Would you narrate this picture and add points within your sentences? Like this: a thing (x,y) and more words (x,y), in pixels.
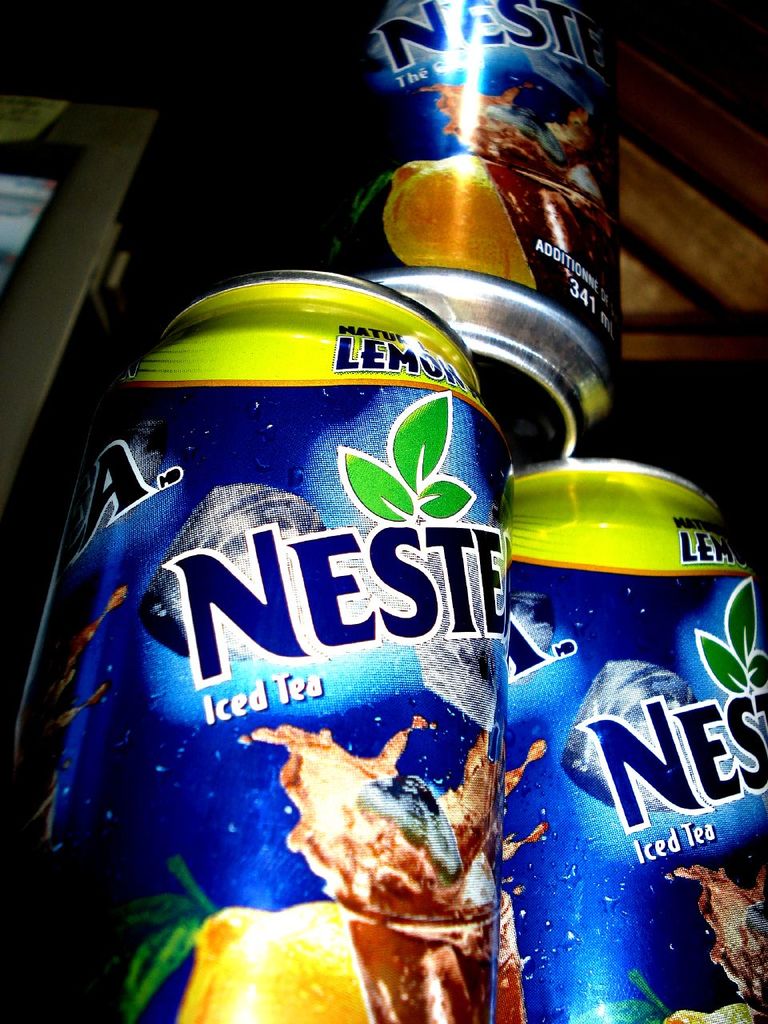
In this image we can see the tins (249,606) and some other objects (627,214), on the things (335,801), we can see some text (238,616) and images (562,60).
